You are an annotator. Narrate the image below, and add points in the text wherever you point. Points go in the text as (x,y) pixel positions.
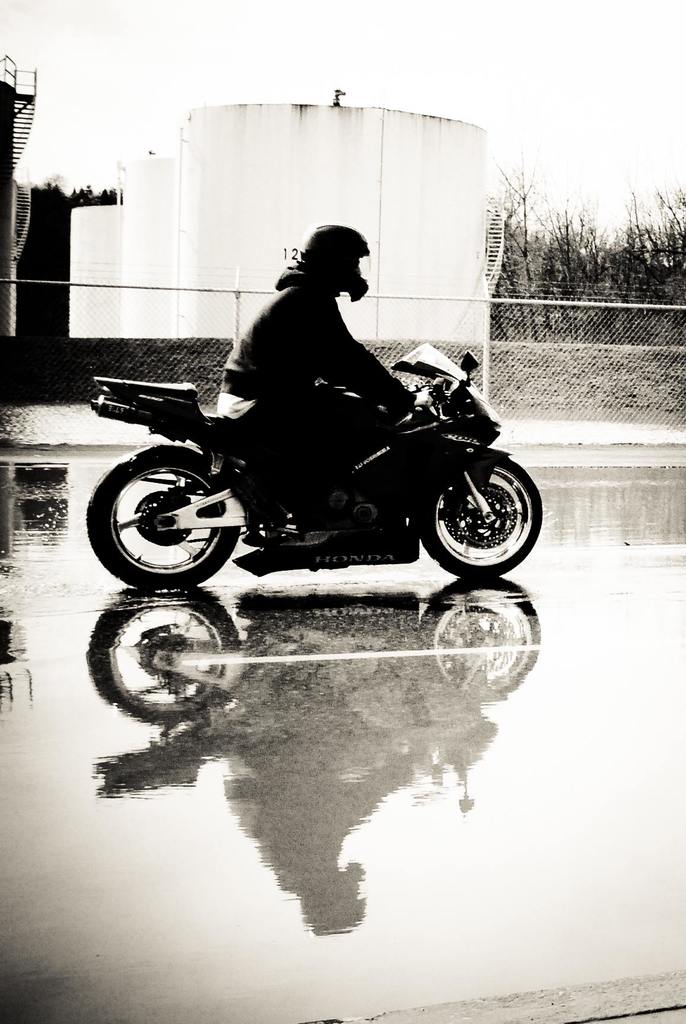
In this image there is a man (299,410) who is riding the motorcycle (432,440) with a helmet (318,237) on his head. At the background (270,160) there are tanks (446,194), trees (593,261) and a fence (522,353). At the bottom (398,798) there is a water (53,515).
